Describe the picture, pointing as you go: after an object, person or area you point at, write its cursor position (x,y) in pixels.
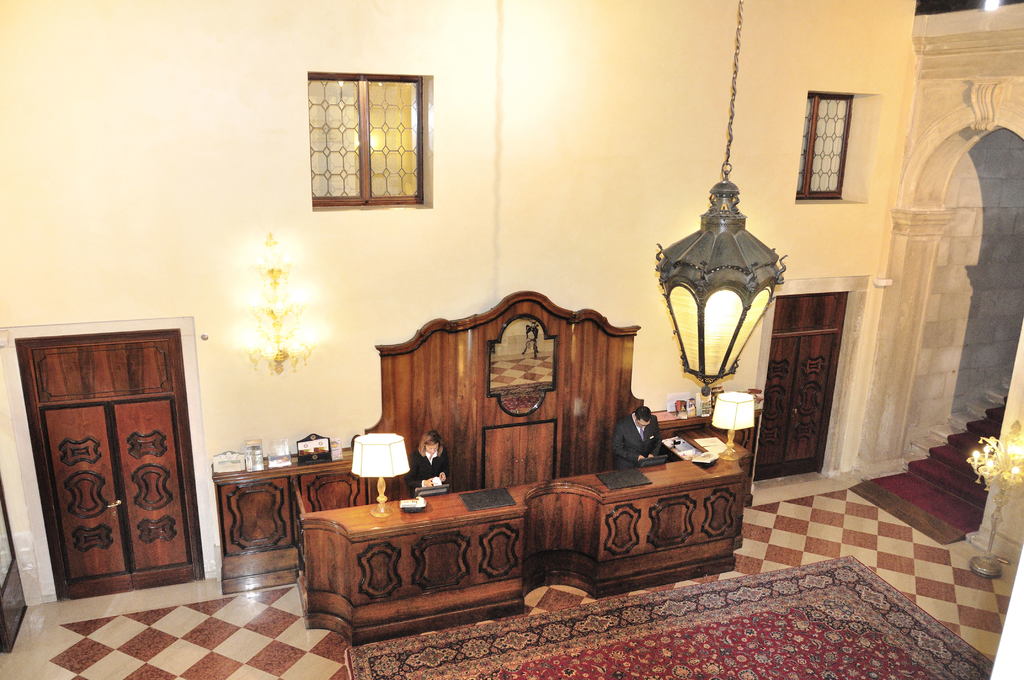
In this picture I can observe a reception desk (445,520). There are two lamps (366,474) on either sides of the desk (575,489). There are two persons (642,420) standing behind the desk (495,542). On the right side (697,330) there is a light (709,284) hanged to the ceiling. I can observe doors (78,455) on either sides of this picture. On the right side (913,480) there are stairs (965,456). In the background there is a wall (882,459).
